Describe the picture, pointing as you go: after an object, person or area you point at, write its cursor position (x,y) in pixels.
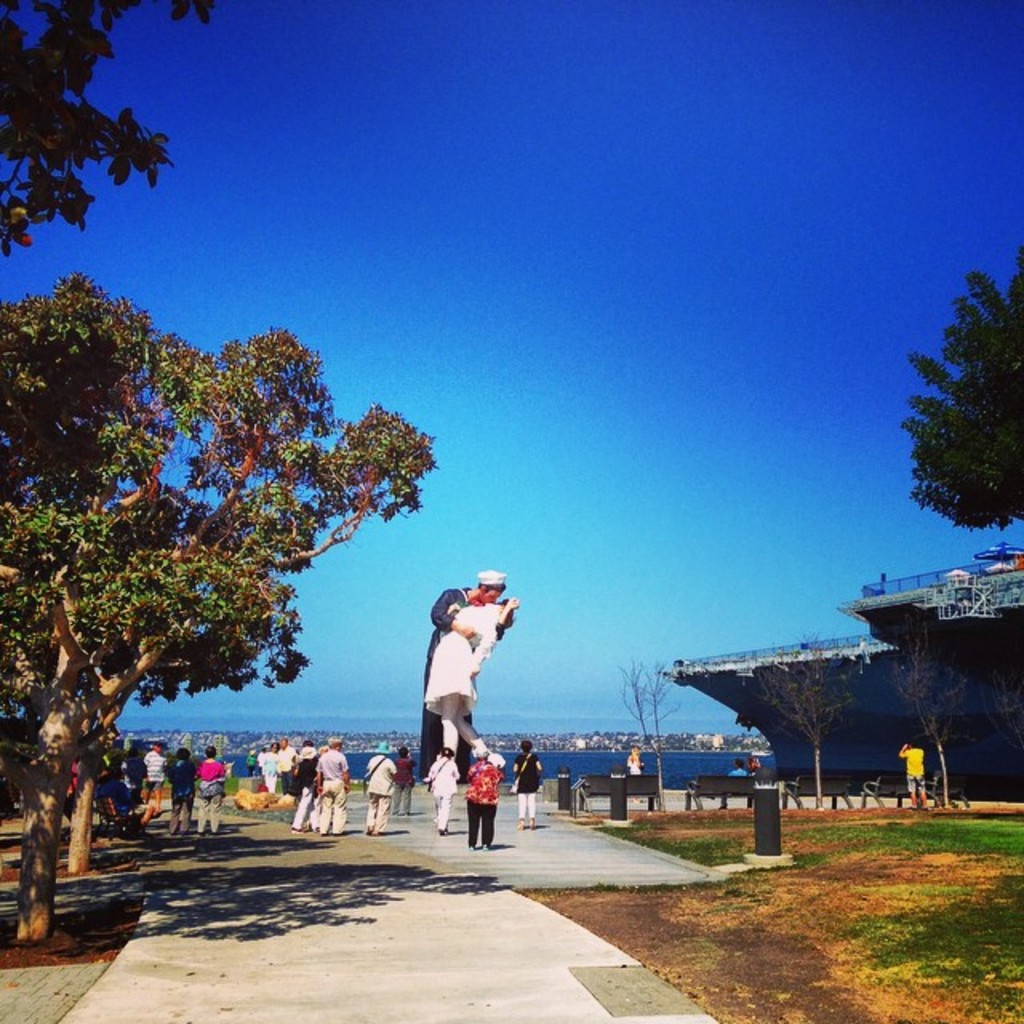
In this picture I can see there is a man and woman statue (452,680) here and there some people (200,795) standing here and there is a tree (85,724), there is a ship (873,677) here. In the backdrop (704,754) there is a ocean (643,760) and the sky (494,354) is clear.
